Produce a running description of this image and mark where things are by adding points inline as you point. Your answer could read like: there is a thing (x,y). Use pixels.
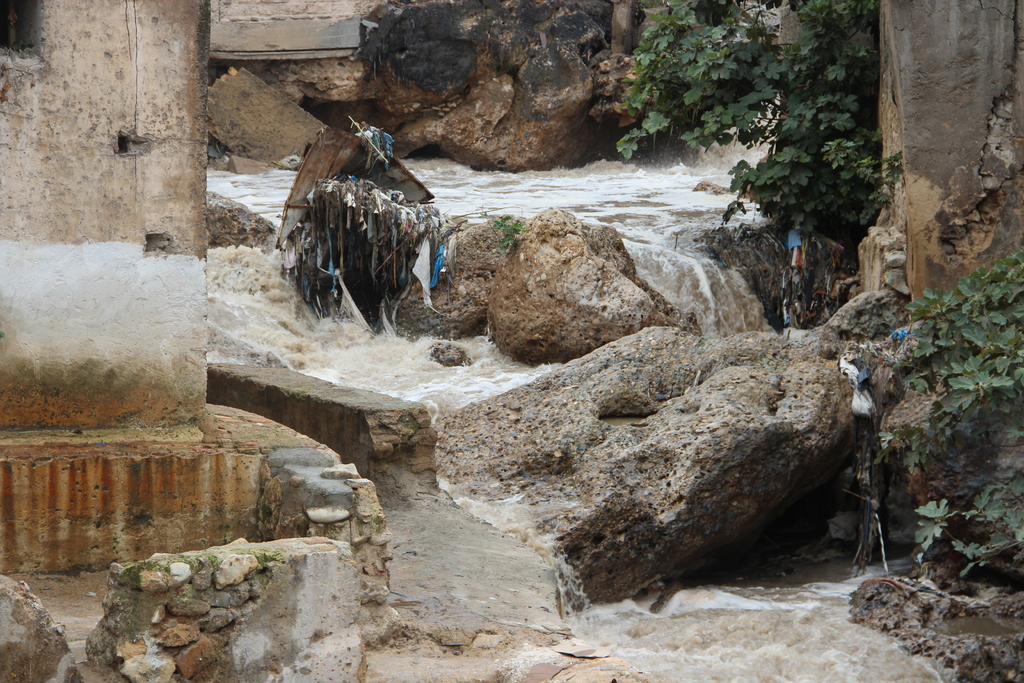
In this picture we can see rocks (626,530) and plants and we can see water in the background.
